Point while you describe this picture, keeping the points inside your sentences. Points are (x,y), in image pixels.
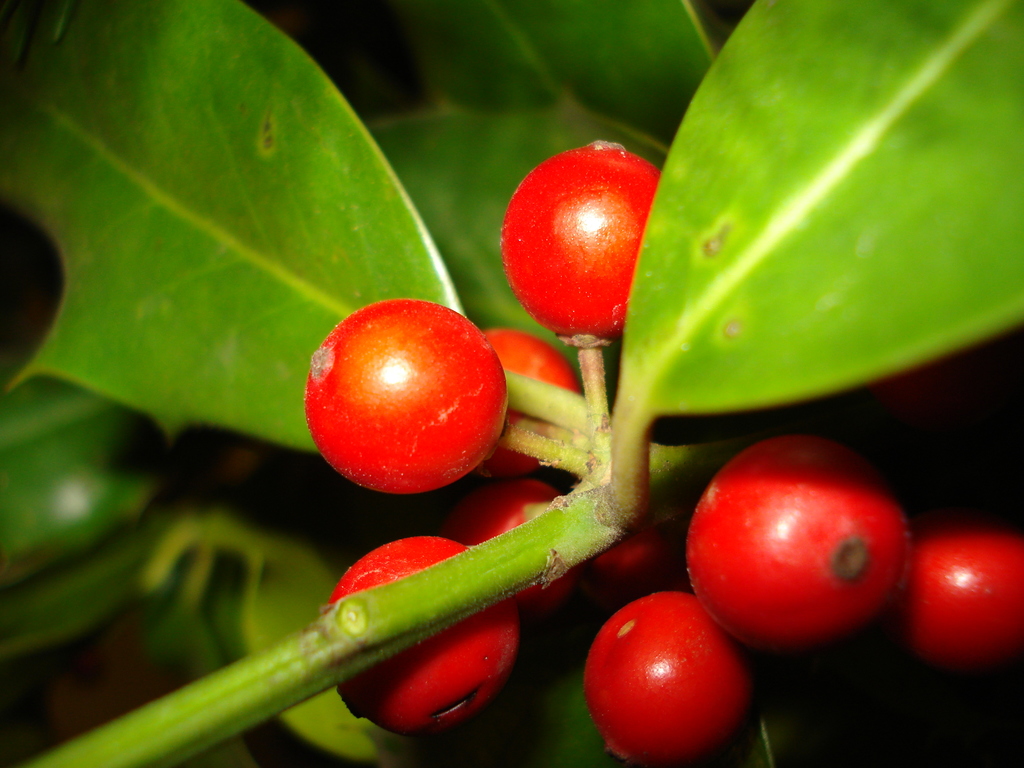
In the image we can see berry (515,359), red in color and these are the leaves (127,472).
